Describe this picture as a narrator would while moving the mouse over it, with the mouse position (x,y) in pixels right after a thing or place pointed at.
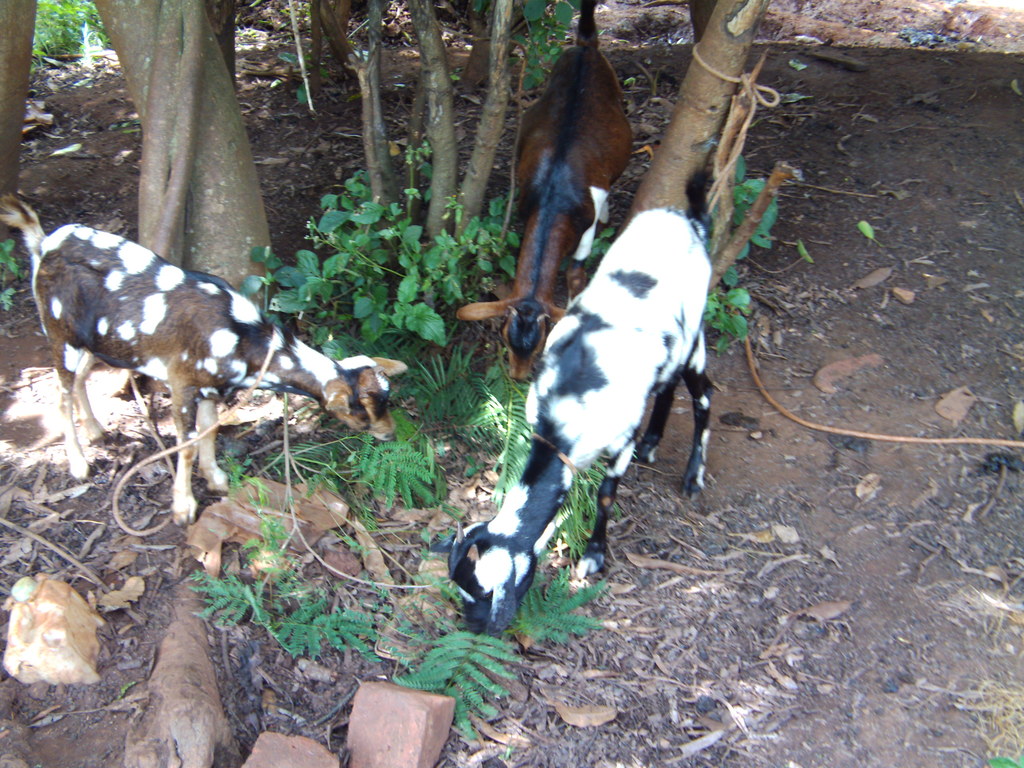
This image consists of three goats (605,526). At the bottom (239,678), we can see the rocks (62,600) and dried leaves (656,630) on the ground (269,697). In the middle (437,336), there are plants (454,382). In the background (673,193), there are trees (719,13).
